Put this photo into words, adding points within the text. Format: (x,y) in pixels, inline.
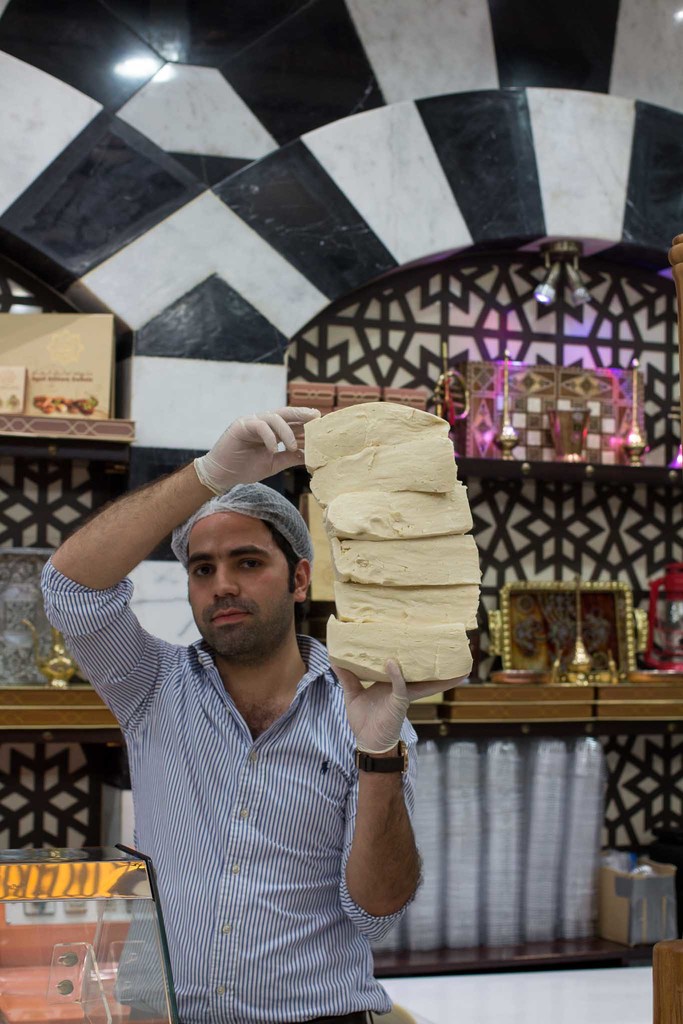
In this image I can see a man (218,700) is standing. The man (254,854) is wearing a shirt (276,786) and hand gloves (346,681). The man (352,696) is holding some objects (367,575) in hands (365,701). In the background (284,395) I can see a wall (324,97) and shelves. On these shelves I can see some objects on it.
